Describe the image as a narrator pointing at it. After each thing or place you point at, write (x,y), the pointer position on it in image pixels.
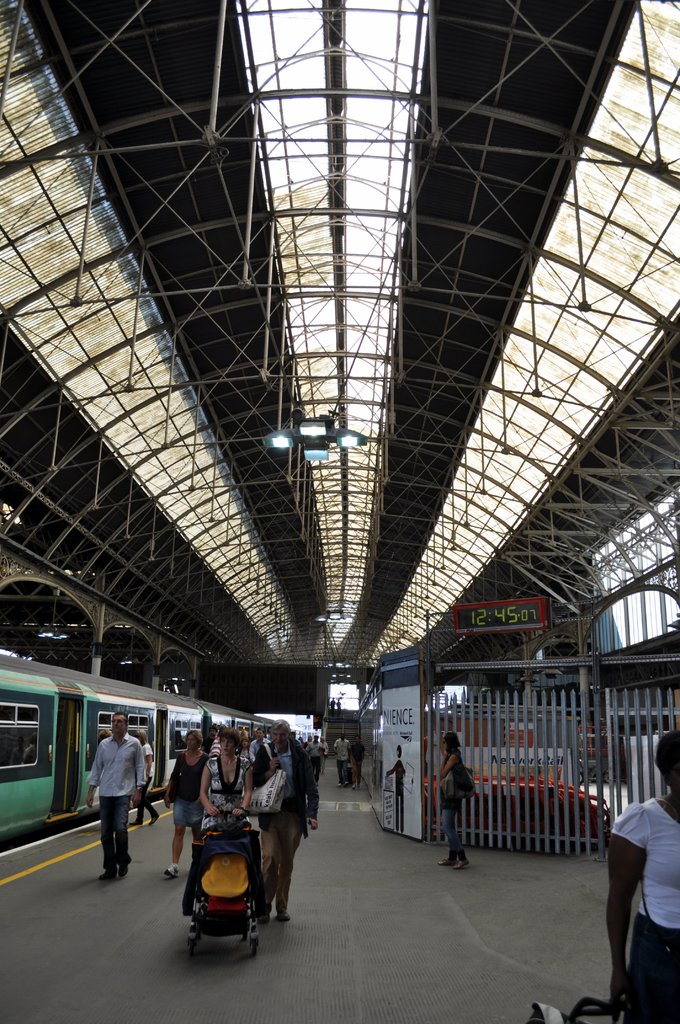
In this picture I can see in the middle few persons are walking, on the left side (28,671) there is a train (219,724). At the top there are lights (340,440), on the right side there is a digital clock (542,614), it looks like a railway station (170,937).
